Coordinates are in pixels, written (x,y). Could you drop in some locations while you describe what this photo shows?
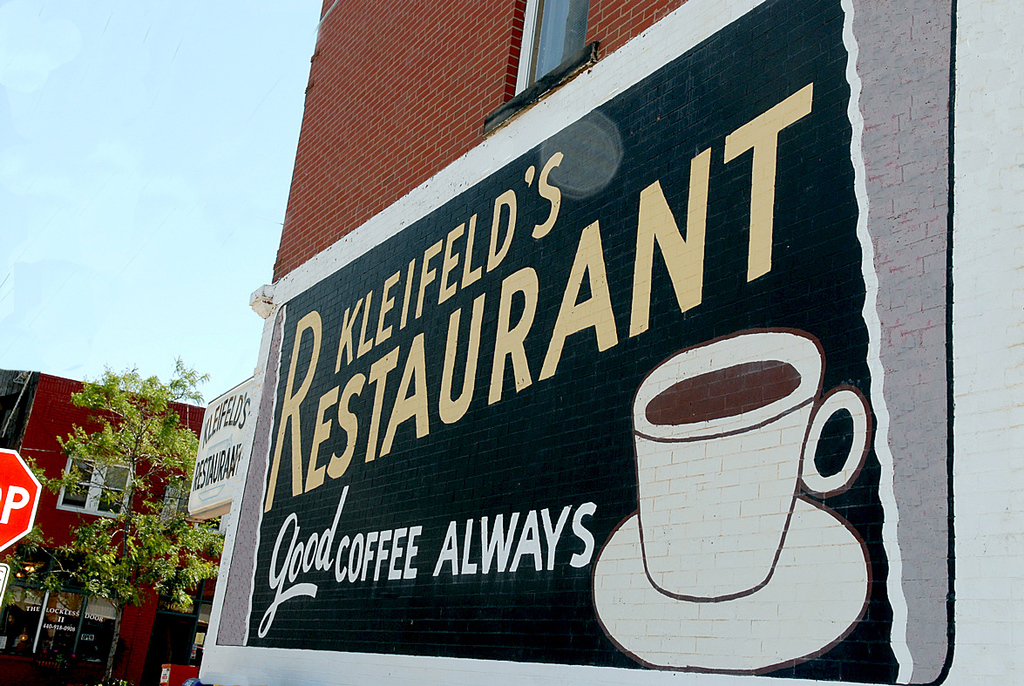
In this image I can see few buildings (444,359), few boards (235,442) and few trees (144,408). I can see the painting (556,455) on the building (472,351) and in the background (84,91) I can see the sky (178,93).
